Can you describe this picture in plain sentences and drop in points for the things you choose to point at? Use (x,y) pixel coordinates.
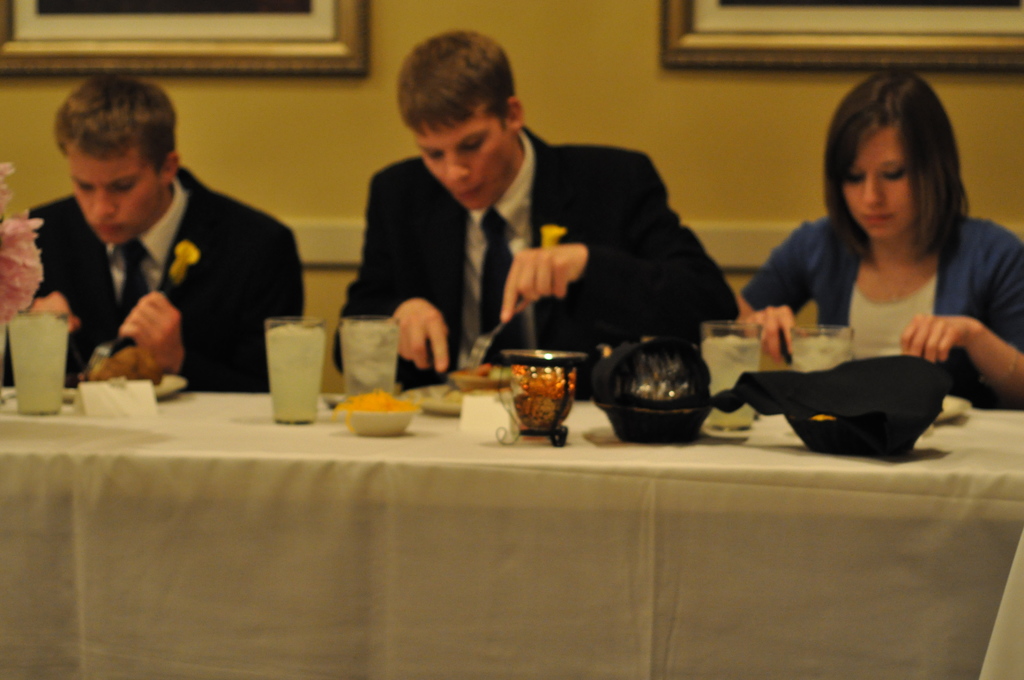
In the picture there are two men (241,248) wore suit (591,271) and a woman (834,272) wore shrug (975,286) sat in front of table (453,417) having food (485,388). There is a basket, bowl (400,425), cups (294,387), flower vase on the table (194,506) and on the background (202,42) there are two photo frames (238,29) on the wall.
